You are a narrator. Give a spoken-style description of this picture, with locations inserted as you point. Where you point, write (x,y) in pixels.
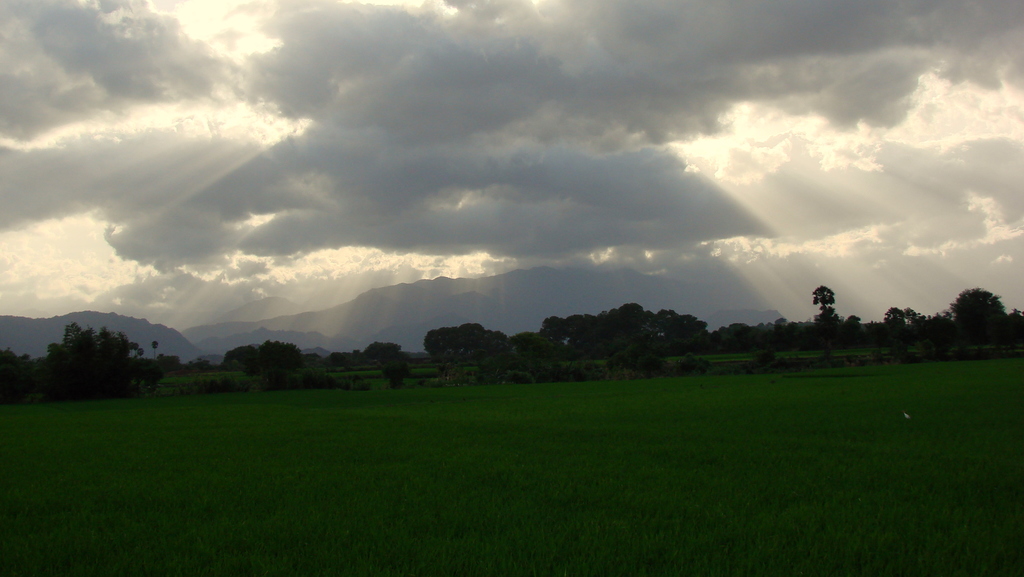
At the bottom of the picture (505,459), we see grass (444,509) in green color. There are many trees (276,345) and hills (307,347) in the background (448,341). At the top of the picture (526,117), we see the sky (528,142) and clouds (382,75).
